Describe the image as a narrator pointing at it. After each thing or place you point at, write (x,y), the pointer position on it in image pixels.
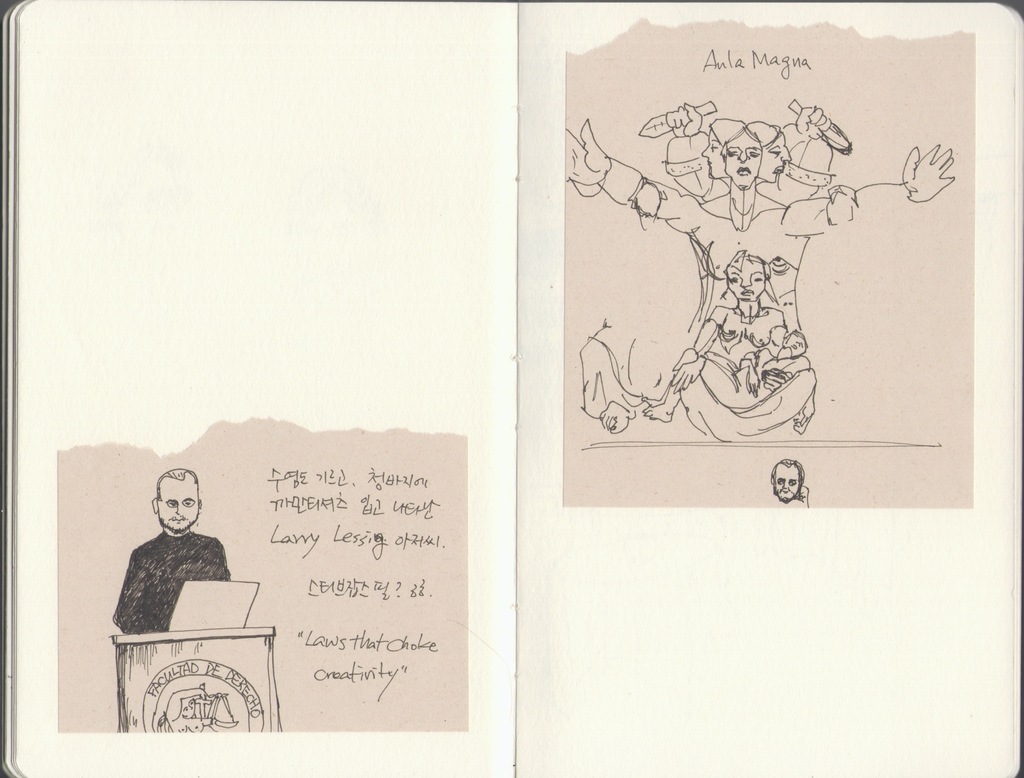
This picture describe about the book paper (424,238) on which some quotes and drawings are made.
